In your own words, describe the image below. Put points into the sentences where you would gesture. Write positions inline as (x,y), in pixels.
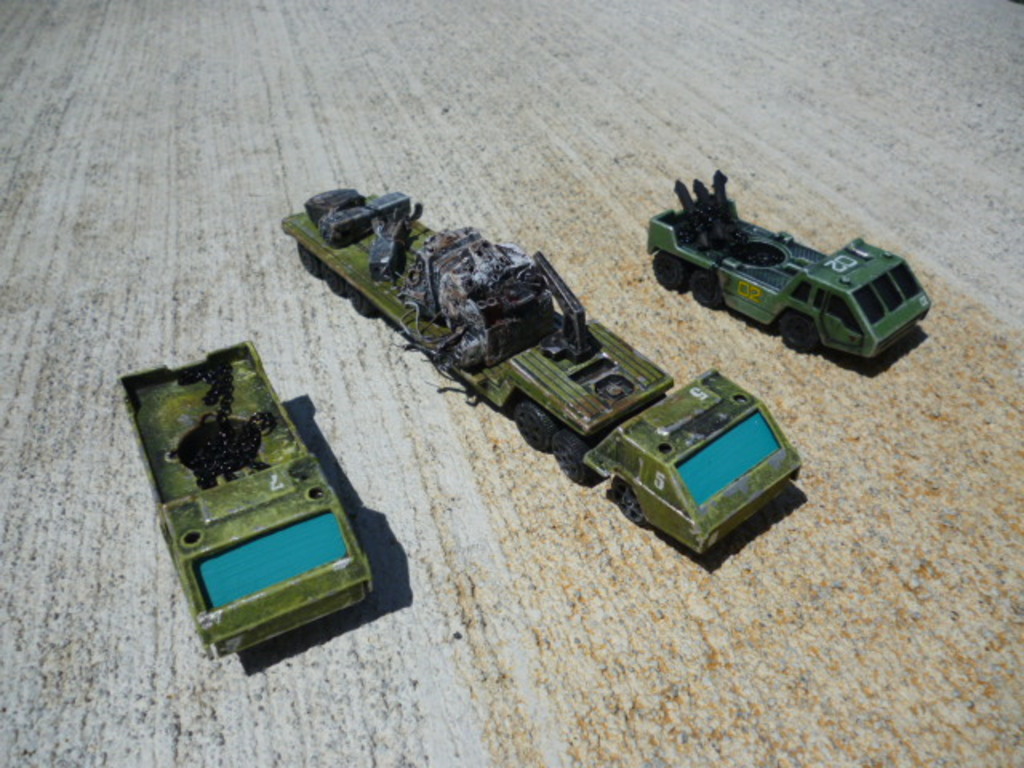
In this image we can see toy vehicles (826,296) and there are objects (538,296) on the vehicles (572,372) on a platform (476,706).
